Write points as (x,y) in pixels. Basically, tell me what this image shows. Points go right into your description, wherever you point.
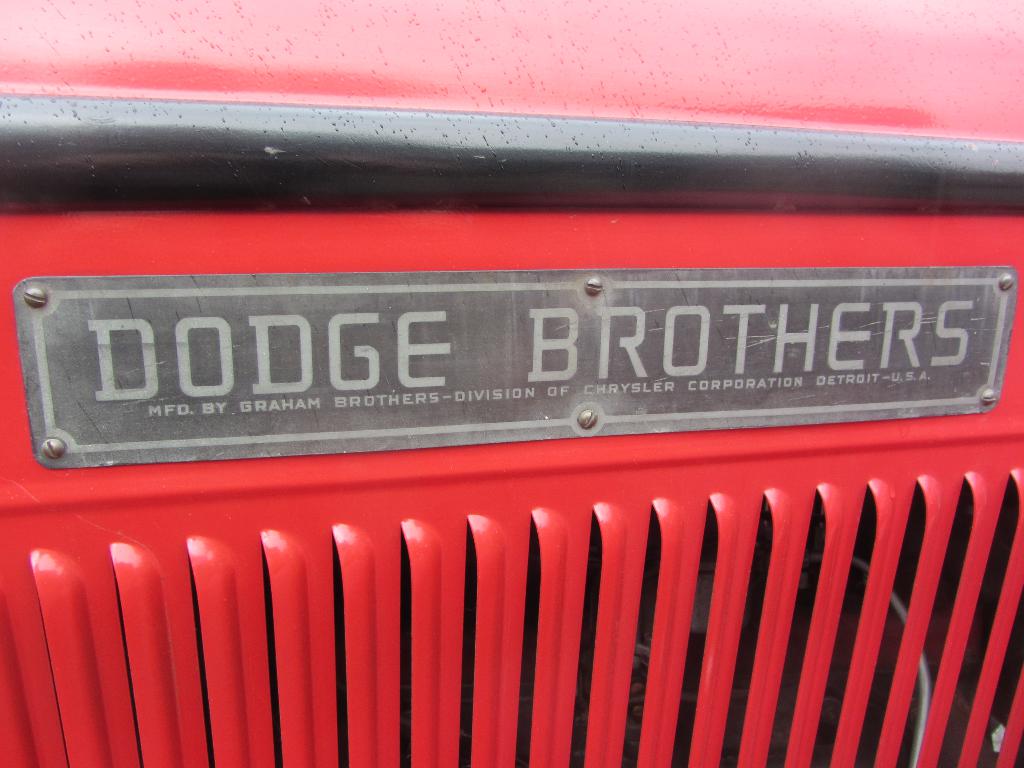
This is the picture of a vehicle (332,336) and the vehicle (515,104) is in red color and there is a board (946,279) and there is a text (536,347) on the board (301,358).
